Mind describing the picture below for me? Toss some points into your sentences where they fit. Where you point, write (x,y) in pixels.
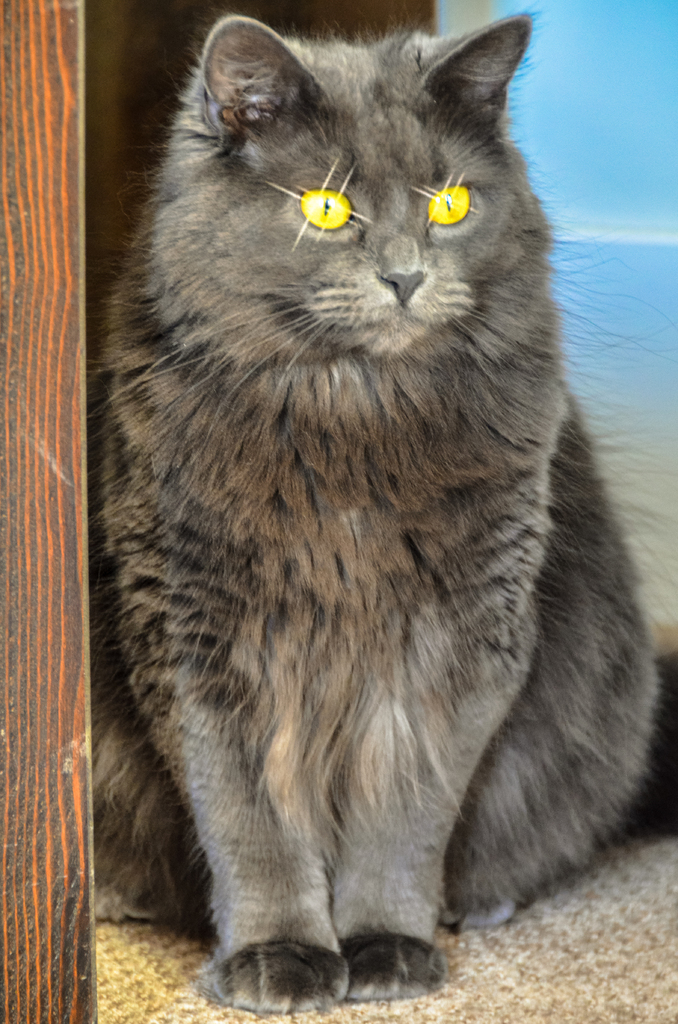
In the image we can see a cat (309,545), with yellow eyes (315,200). This is a carpet (526,929), wooden pole (33,497) and the background (628,150) is pale blue in color.
